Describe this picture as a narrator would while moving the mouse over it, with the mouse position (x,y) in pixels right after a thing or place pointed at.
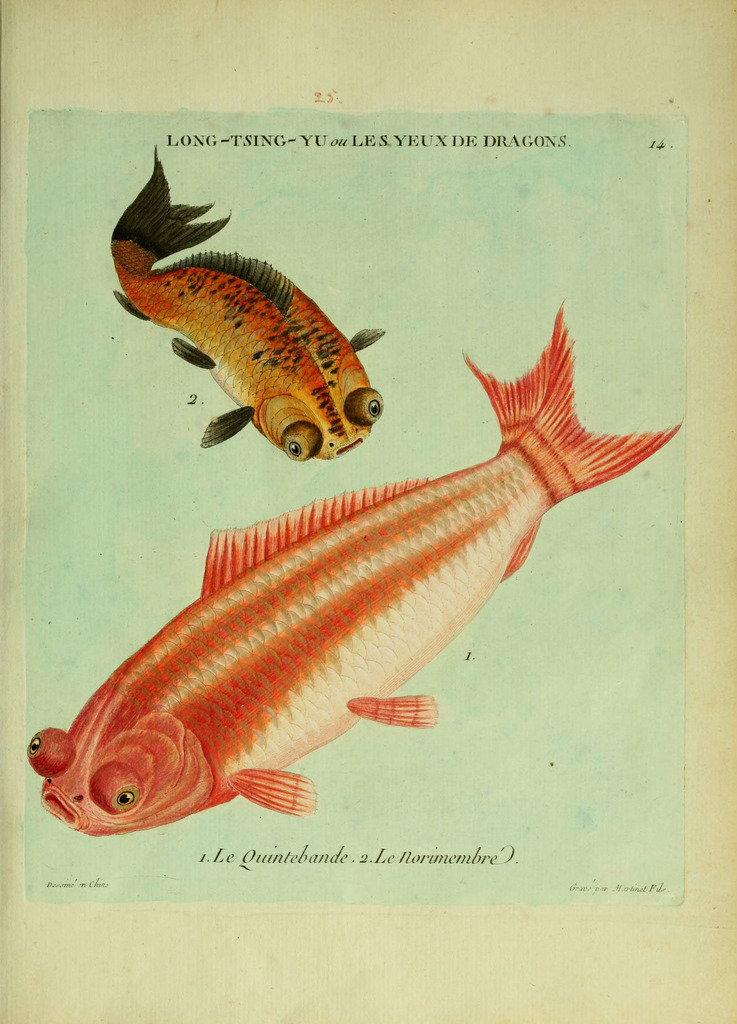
In this image we can see the pictures (249,392) of fishes (356,390) on a paper (149,465). At the top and bottom of the paper (89,131) we can see some text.
